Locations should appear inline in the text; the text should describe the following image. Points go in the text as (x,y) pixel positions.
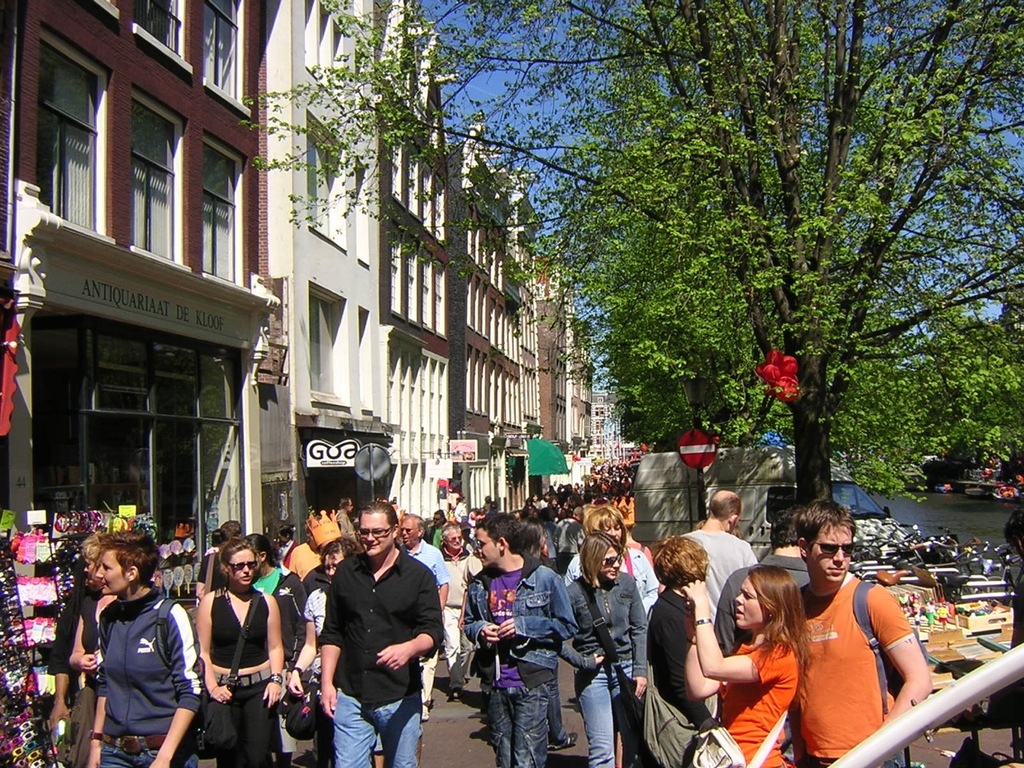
This is an outside view. At the bottom of the image (516,661) I can see many people (504,615) are walking on the road (455,724). On the right side (812,489) there are few vehicles (917,544) and trees (754,358). On the left side (194,260) I can see few buildings (292,348).
